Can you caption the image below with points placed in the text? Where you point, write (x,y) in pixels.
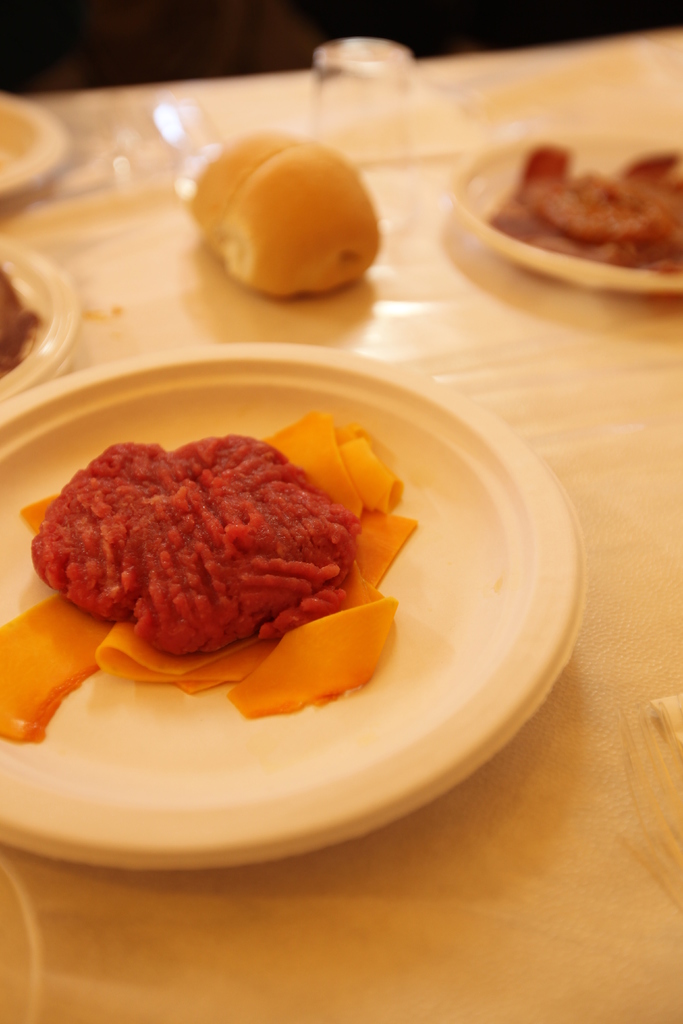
The picture consists of a table (351,336), on the table (419,225) there are plates (320,401), glasses (174,134), dishes (274,605) and other objects (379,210). At the top (318,43) it is blurred.
